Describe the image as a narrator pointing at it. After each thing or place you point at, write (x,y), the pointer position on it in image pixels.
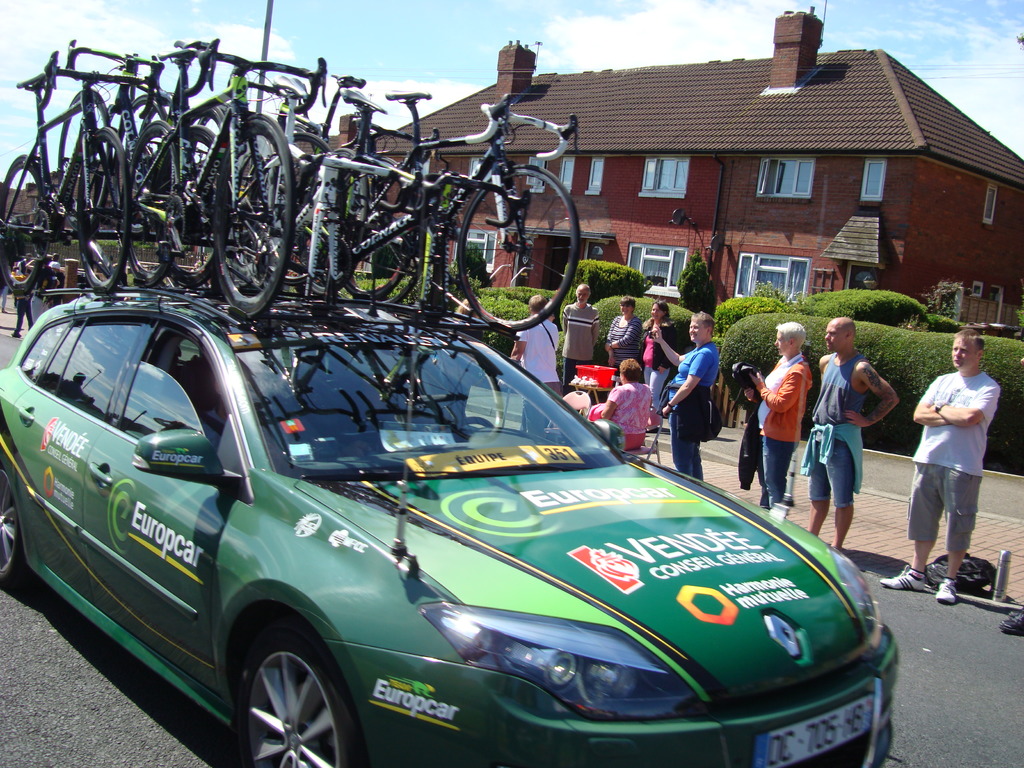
In this picture we can see few bicycles (353,274) on the car (310,418), beside to the car (374,513) we can find group of people (705,360), in the background (651,206) we can see a building (600,187), few shrubs (473,285) and a pole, on the right side of the image (987,576) we can see a flask (999,587) and a bag (970,567).
